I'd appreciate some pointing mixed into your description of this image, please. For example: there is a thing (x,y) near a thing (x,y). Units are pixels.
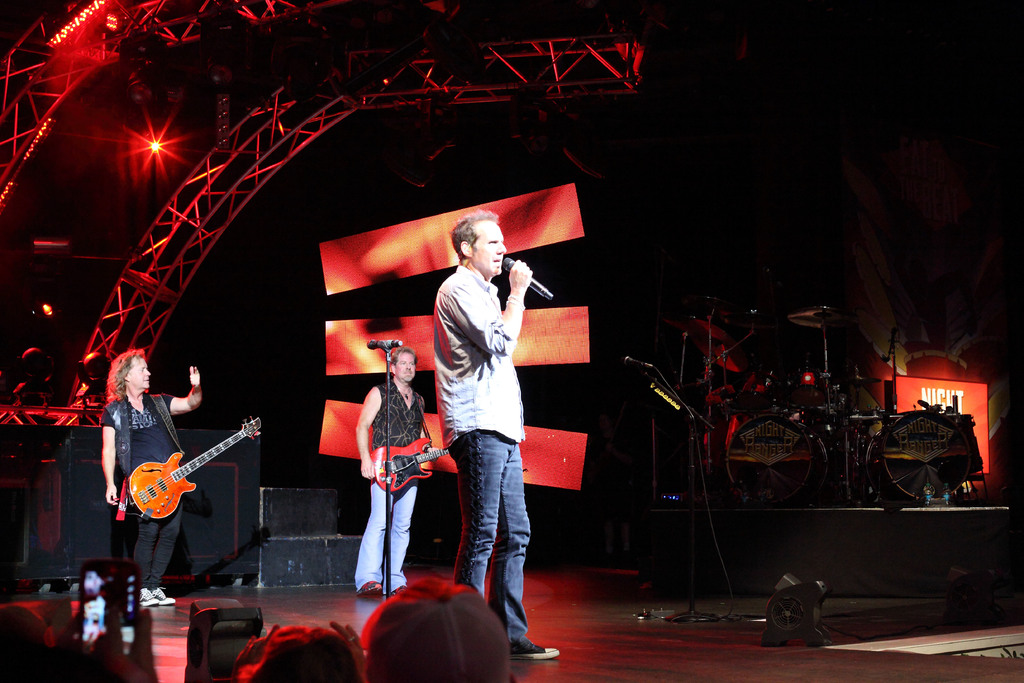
In this image there are three people (159,520) standing on the stage (577,629). The person (500,572) in the front (483,494) is standing and talking, he is holding microphone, two persons (193,394) standing at the back (138,534) are holding the guitar (144,492). At the back (351,269) there is a screen (343,251), at the right (734,382) there are drums (935,491), at the top (207,83) there are lights (216,71) and at the bottom (56,637) there are audience (317,666) opposite to the stage (576,616).
